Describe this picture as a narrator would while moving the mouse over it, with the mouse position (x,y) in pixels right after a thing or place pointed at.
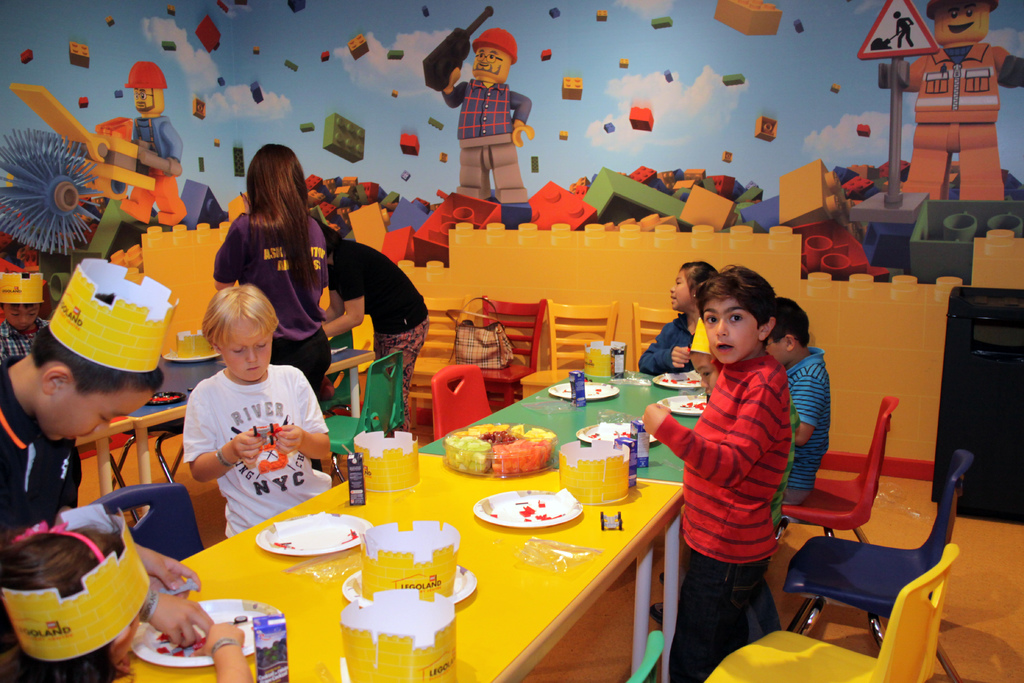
In this image I see number of children (293,416) and I see 2 persons (278,307) over here and I see the tables (537,476) on which there are plates (356,525) and other things (537,426) and I see the chairs (766,658) which are colorful and I see a dark blue thing (1015,339) over here. In the background (890,319) I see the wall (525,171) on which there is art (456,212).
